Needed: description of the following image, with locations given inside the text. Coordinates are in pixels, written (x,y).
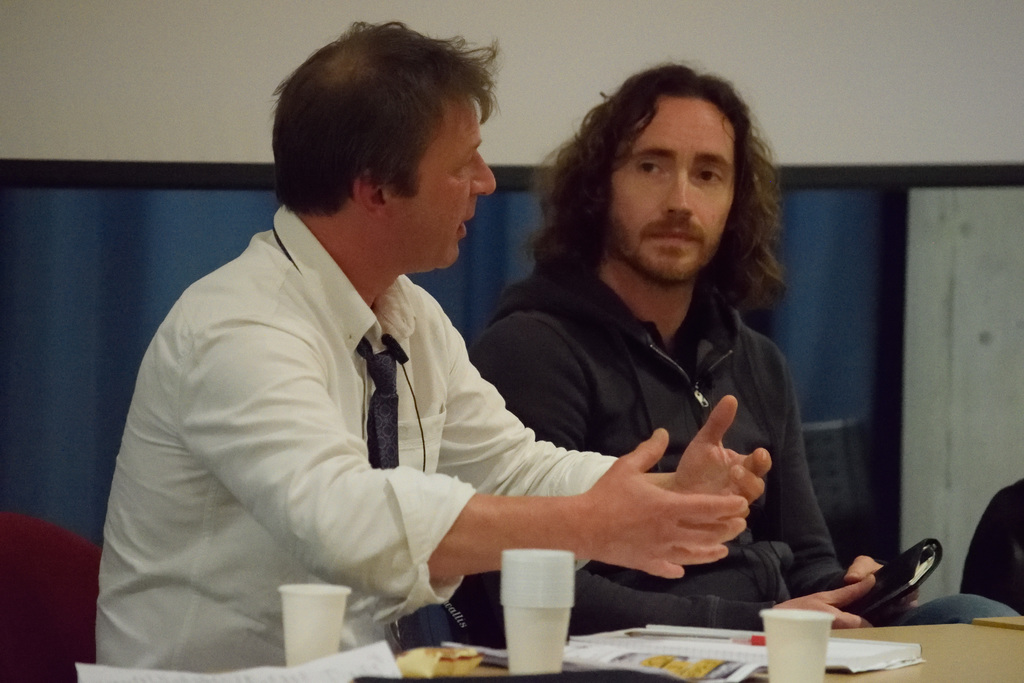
In this picture we can see two men (463,568) sitting on chairs (79,574) where a man (444,577) wore a tie (384,403) and talking and in front of them we can see glasses (552,609), books (663,639), papers (679,651), pen (679,629) on the table (552,675) and in the background (167,123) we can see the wall (575,105).
